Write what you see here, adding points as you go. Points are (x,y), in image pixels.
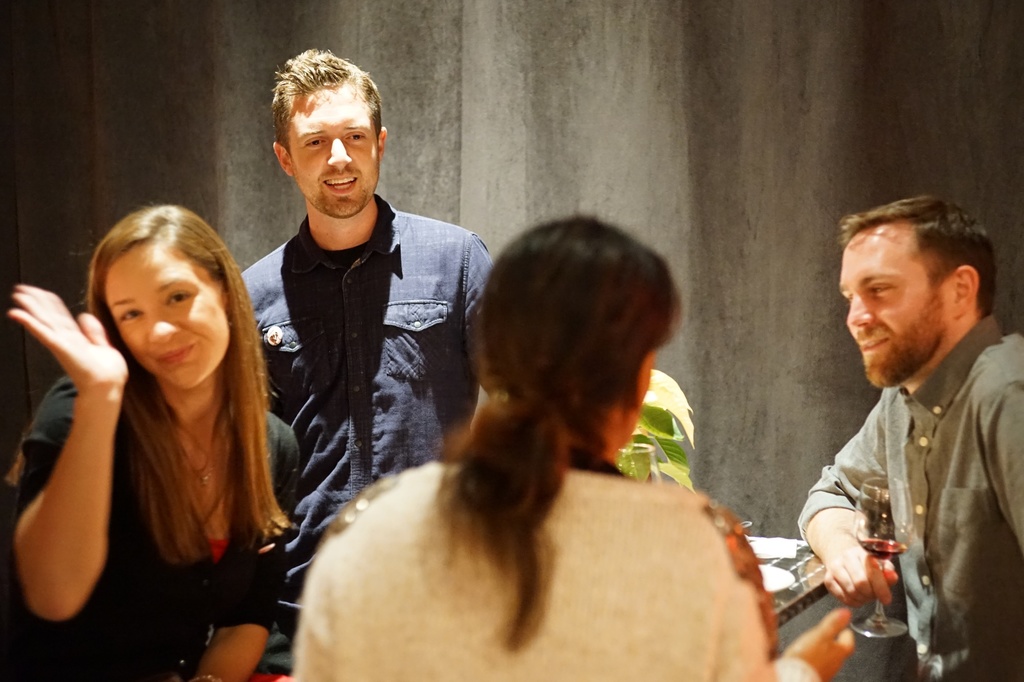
In the picture I can see a person (902,456) holding a glass of drink (904,537) in his hand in the right corner (974,505) and there are three persons (370,429) in front of him and there is a table (754,557) in between them which has few objects (681,441) placed on it.
